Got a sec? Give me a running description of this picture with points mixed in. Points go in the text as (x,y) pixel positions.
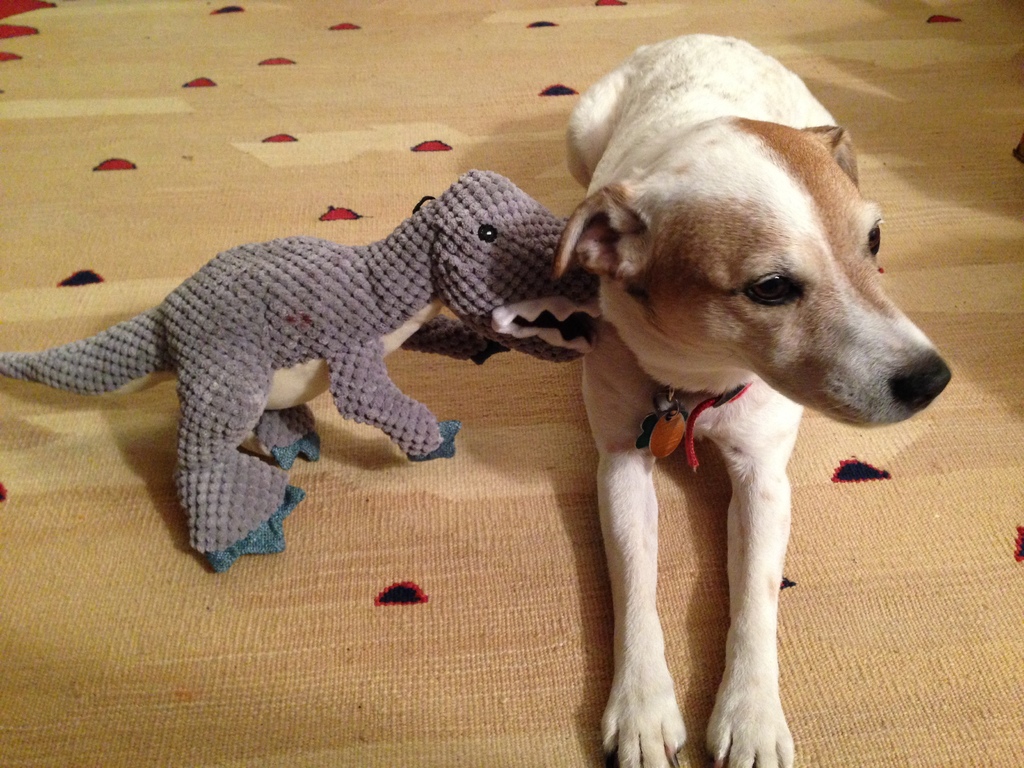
In this image in the center (670,306) there is a dog (718,286) sitting on the floor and there is a toy (338,306) on the floor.
